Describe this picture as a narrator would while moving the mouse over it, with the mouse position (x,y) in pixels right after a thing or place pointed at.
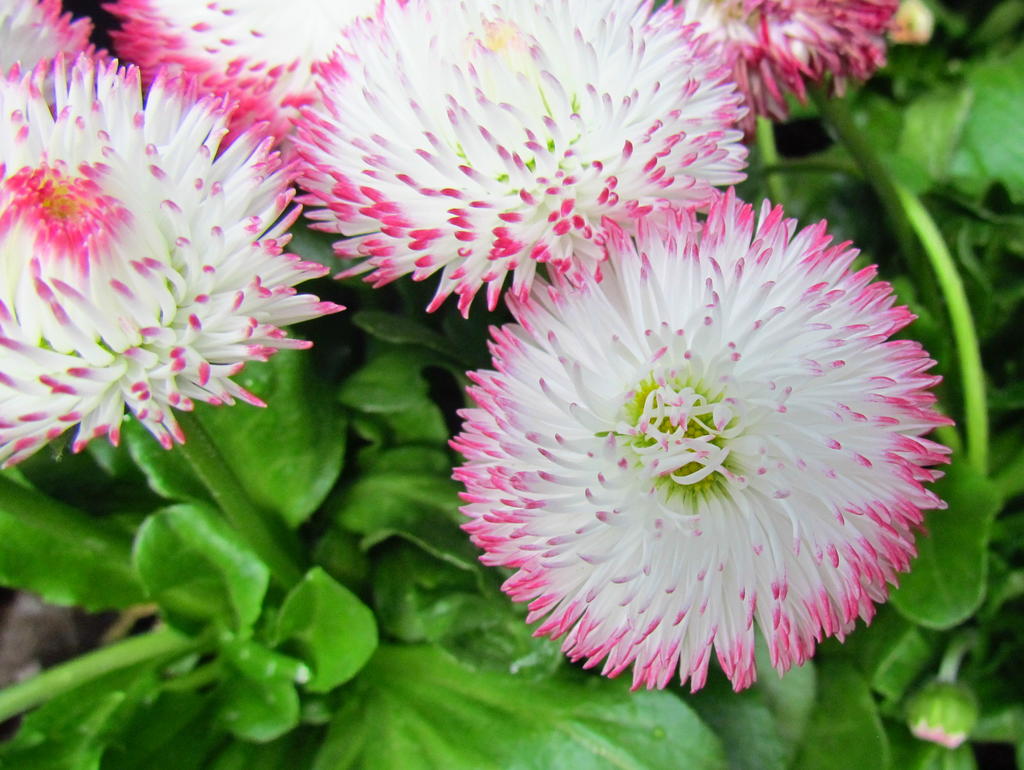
In this picture there are flowers (268,228) and there is a bud (940,734) on the plant (241,459) and the flowers (613,96) are in white and pink color.
